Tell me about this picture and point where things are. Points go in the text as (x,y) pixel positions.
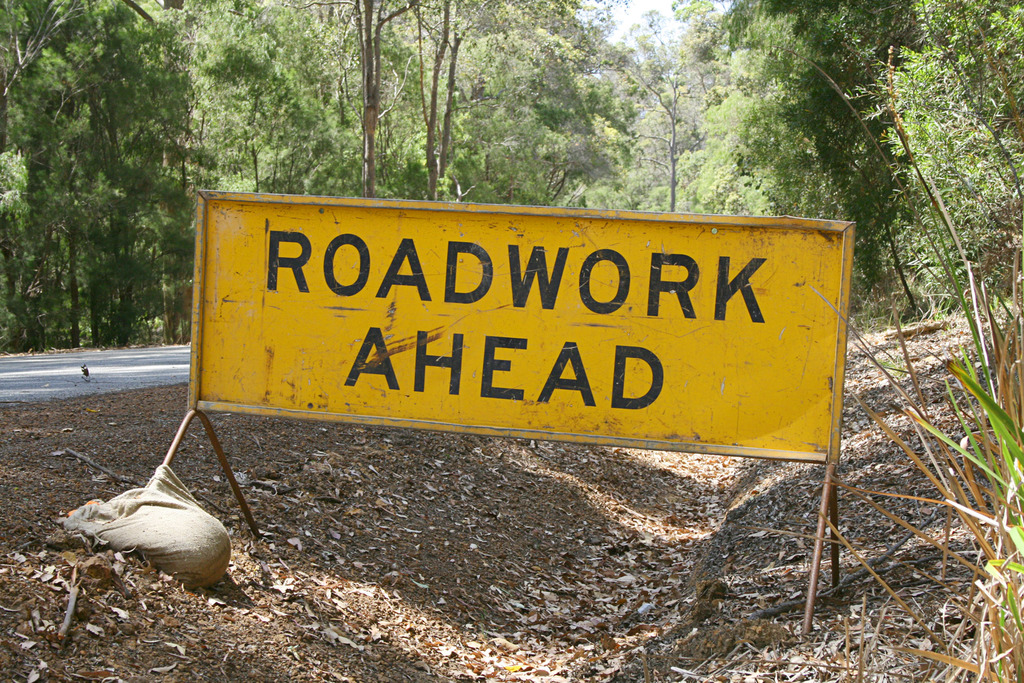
In this image I can see the yellow color board (423,308), cloth (188,521) and the grass (985,544). To the left (73,384) I can see the road (118,350). In the background (419,139) there are many trees (619,75) and the sky (627,20).
